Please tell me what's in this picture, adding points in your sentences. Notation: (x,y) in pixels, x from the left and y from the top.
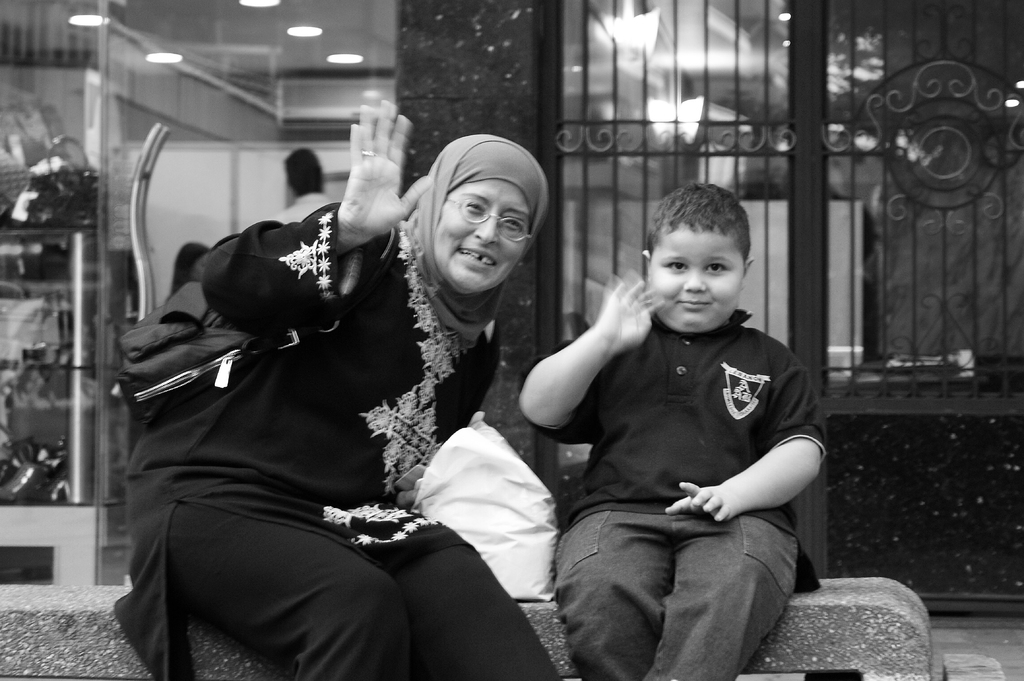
In the foreground of this picture (652,433), we see a boy (686,435) in black T shirt (664,456) and a woman (358,452) in black dress (350,379) waving their hands (361,187) and they are sitting on a bench (879,638). In the background (831,178), we see railing (681,100) and a pillar (475,68). On left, we see a bag (64,198), a person (291,180) and lights (349,62) to the ceiling (317,55).
